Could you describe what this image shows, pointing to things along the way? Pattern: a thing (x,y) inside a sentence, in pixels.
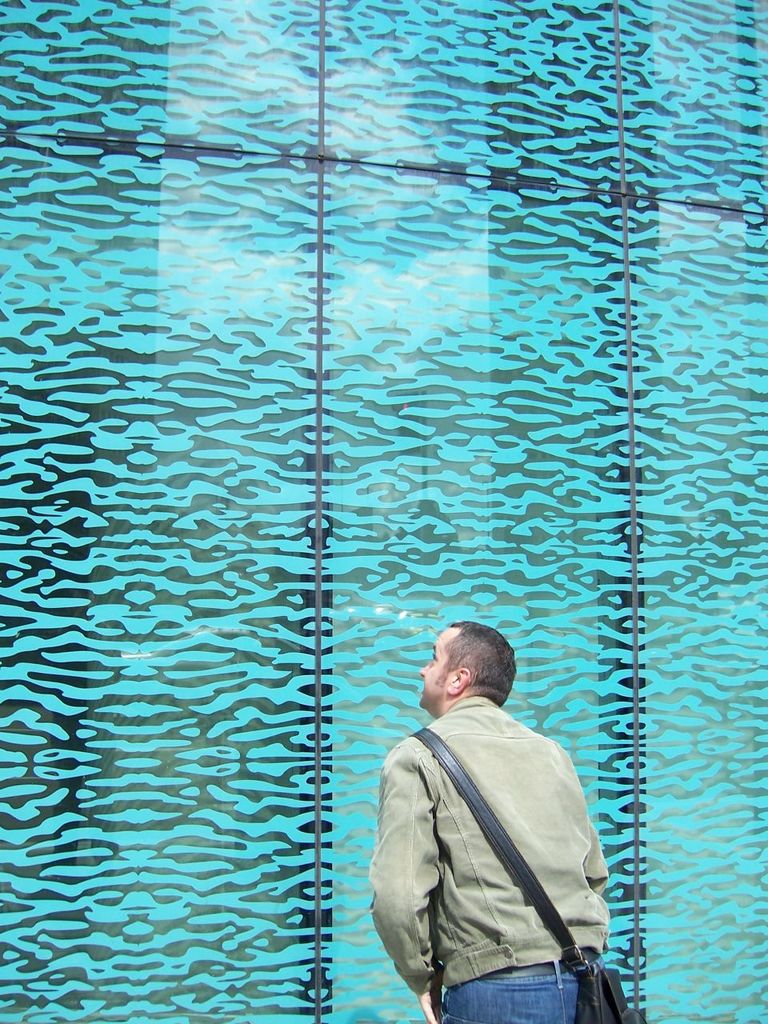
Here in this picture we can see a person (489,757) standing over a place and we can see he is wearing jacket (543,885) and bag (616,1007) on him and in front of him we can see a glass wall (40,60) with different pattern design (731,930) on it present over there.
